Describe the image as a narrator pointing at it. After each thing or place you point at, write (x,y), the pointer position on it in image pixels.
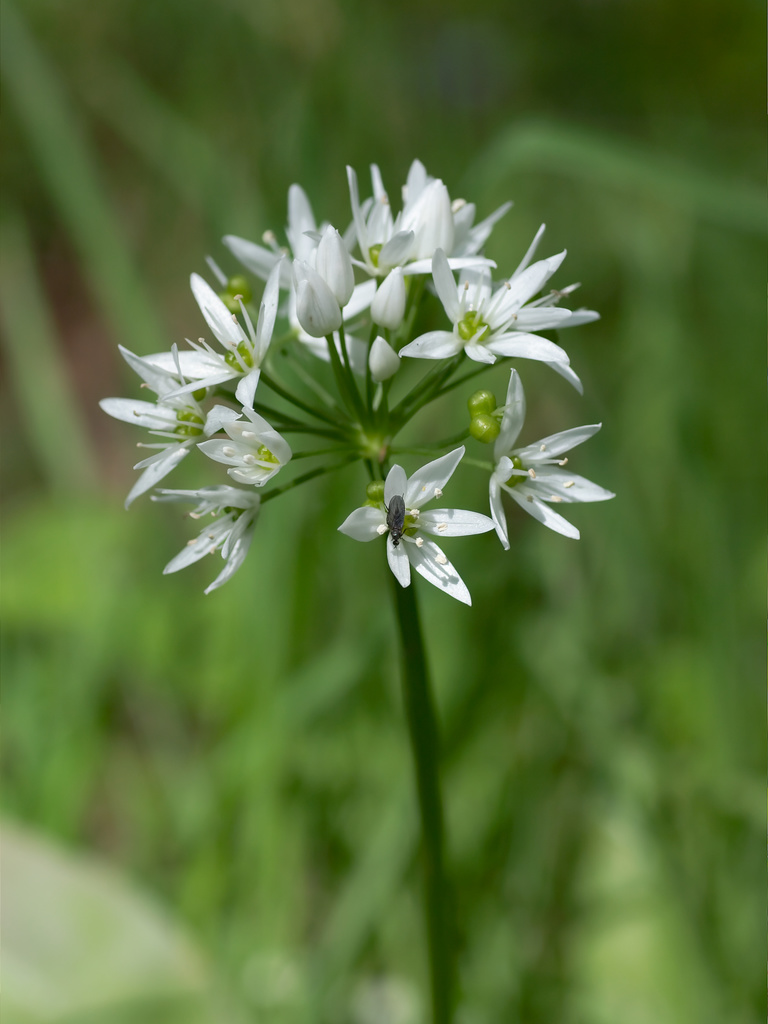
In this image there is a plant (428,574) to which there are so many small white color flowers (350,311) and some buds (328,327). In the background (362,826) there are plants (636,584) with green leaves (664,481).
